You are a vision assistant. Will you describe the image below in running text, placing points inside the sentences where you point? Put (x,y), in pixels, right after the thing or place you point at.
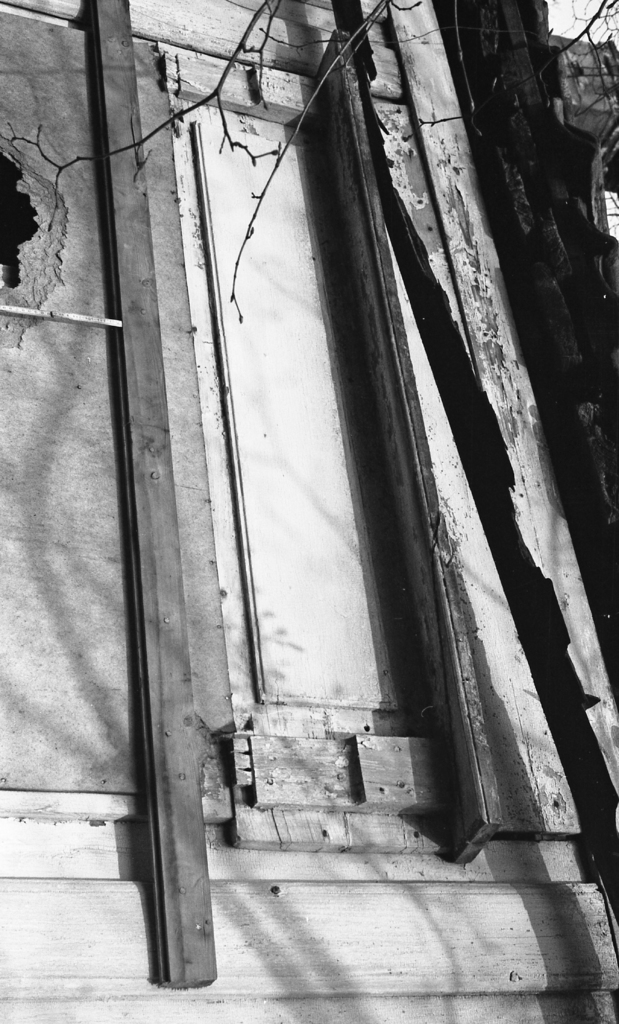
This is a black and white picture. Here we can see a wooden door (356,395) and branches (607,28).
